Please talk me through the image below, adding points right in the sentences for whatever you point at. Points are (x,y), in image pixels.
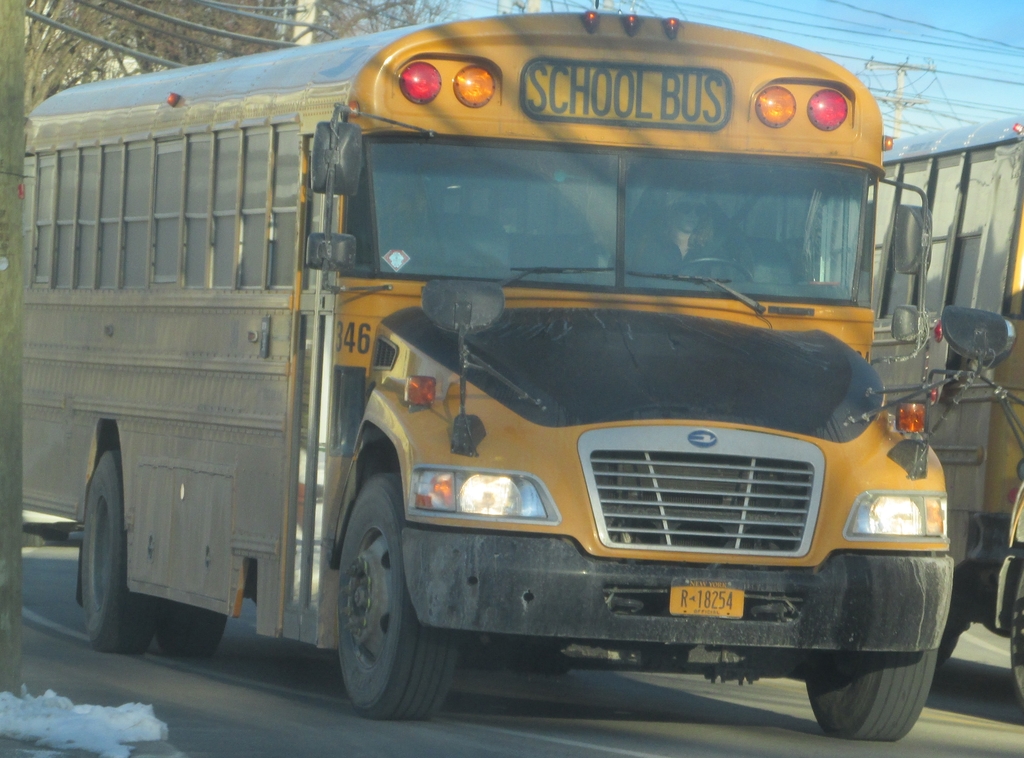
In this image there are vehicles (937,530) on the road (447,725). In the background of the image (129,73) there are current poles (311,16), trees (102,63) and sky (769,17). On the left side of the image (13,356) there is a pole (9,45).
